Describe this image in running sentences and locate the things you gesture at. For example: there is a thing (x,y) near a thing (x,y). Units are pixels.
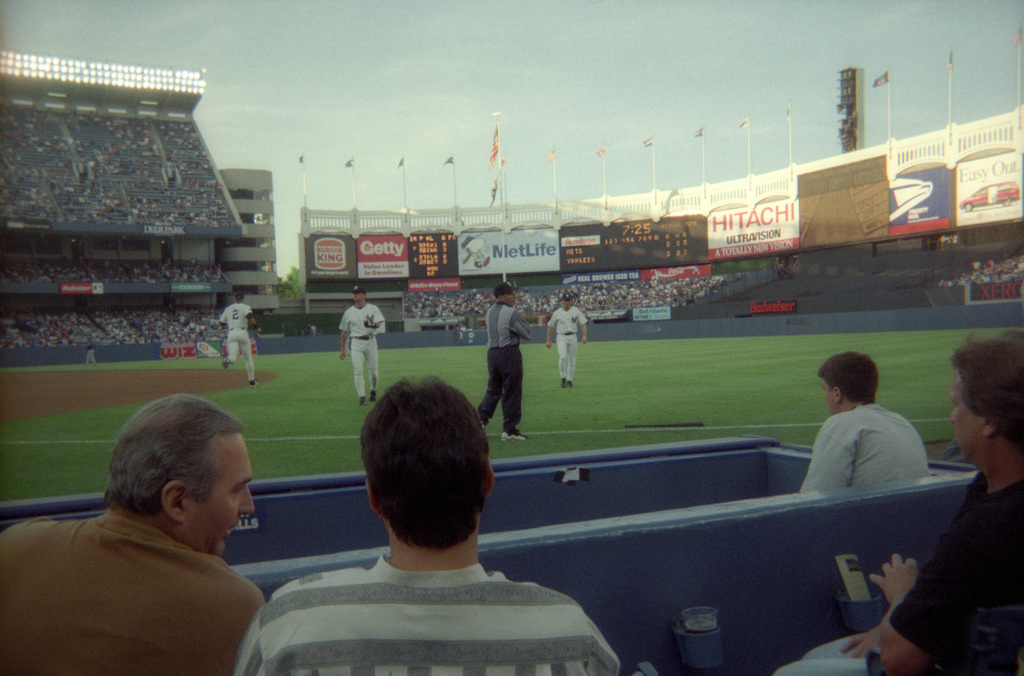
In this picture I can see there are a few people (498,372) standing in the playground (682,381) and there is a grass (766,379) and there are a few people (363,601) sitting at the bottom (964,578) and there are audience (165,264) and there are lights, banners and there are flags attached to the flag poles (352,157), the sky (469,136) is clear.
